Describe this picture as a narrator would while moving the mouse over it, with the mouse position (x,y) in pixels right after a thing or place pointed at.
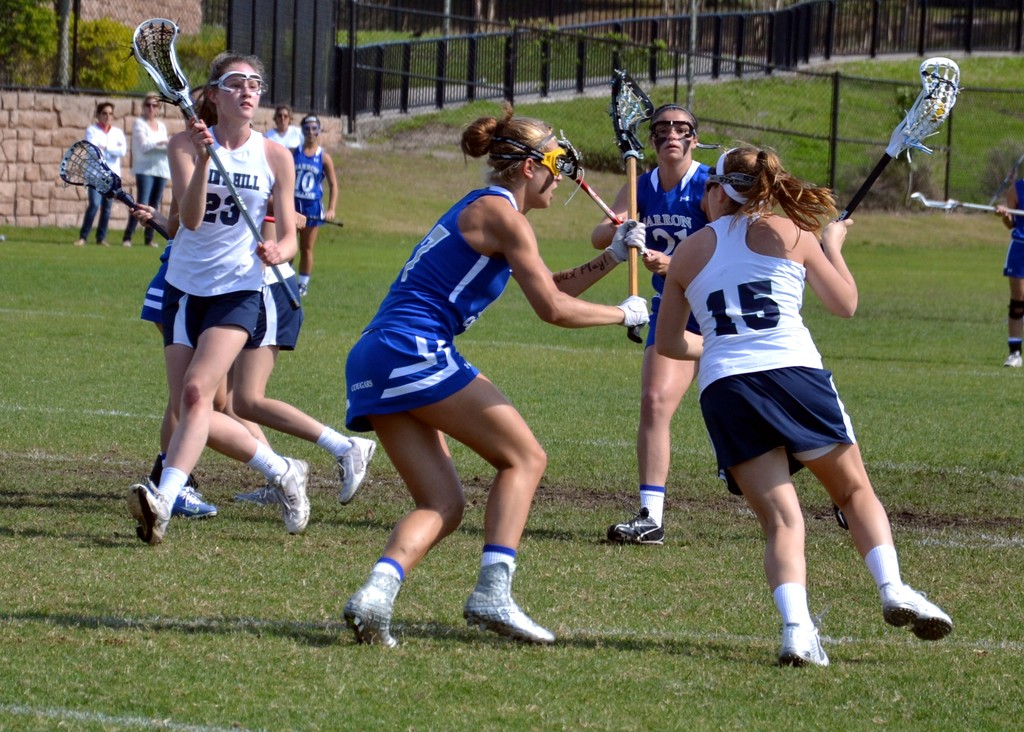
In this image I can see few women (686,305) playing lacrosse. I can see some grass (35,579) on the ground (16,390). In the background (162,191) I can see few people (162,191). There is a fence (881,129).
